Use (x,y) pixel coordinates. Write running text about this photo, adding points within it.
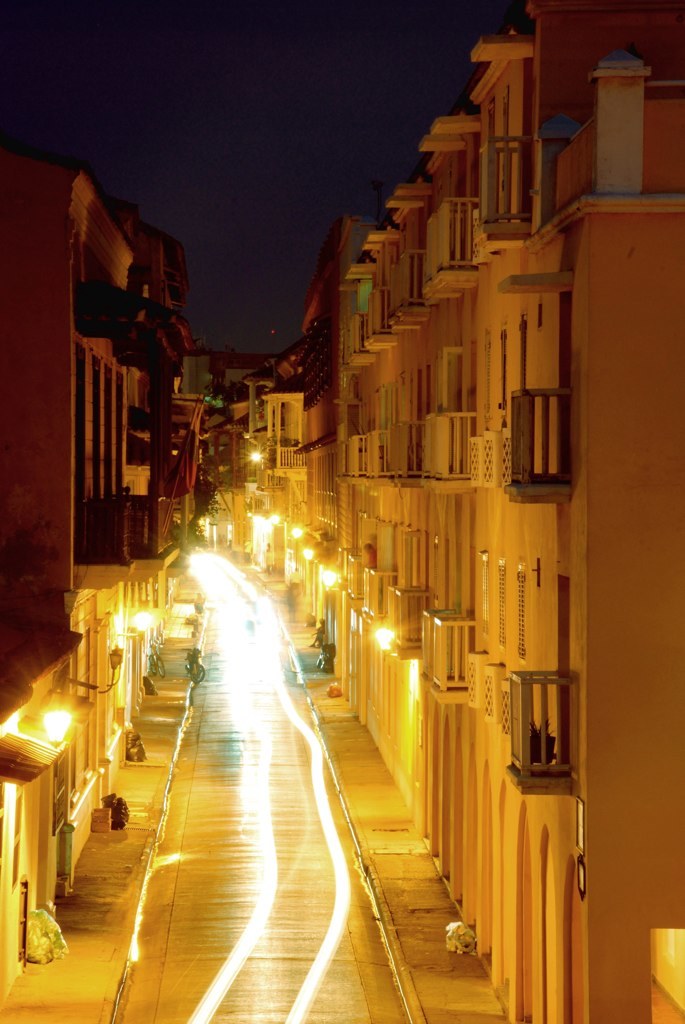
In this picture we can see the sky (413,73), buildings (445,180), objects (195,669), lights (271,655) and the pathway (291,804).
